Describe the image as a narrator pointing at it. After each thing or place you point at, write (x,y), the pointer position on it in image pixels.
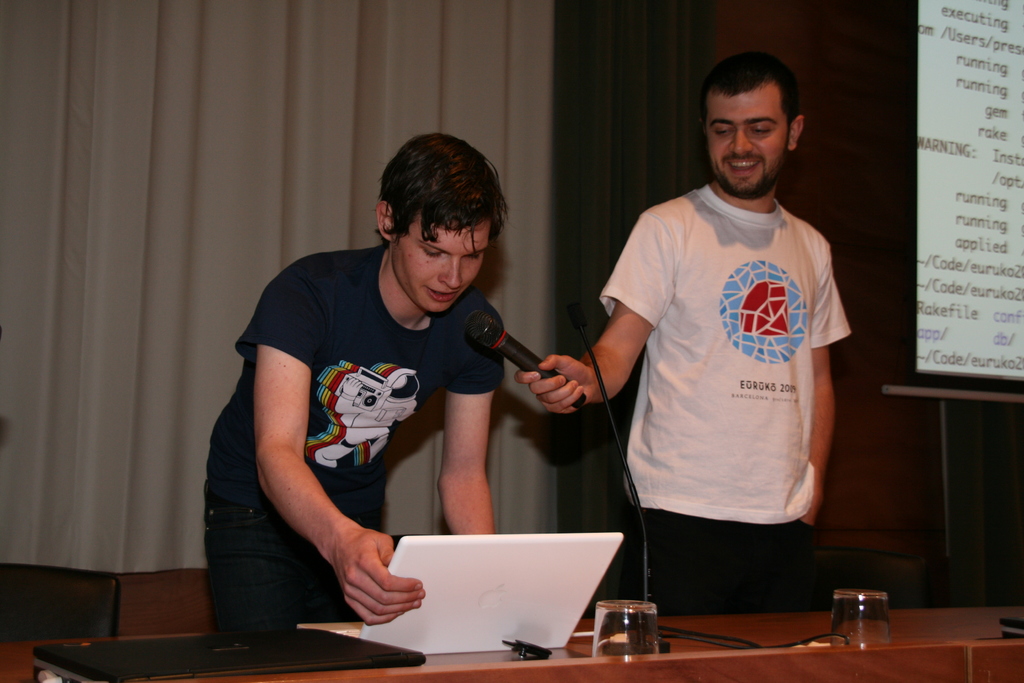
This is the picture where we have people (302,332) one among them is in white shirt (762,385) and the other is in blue shirt (251,390) standing in front of the table (916,667) on which there are two laptops (486,595) and glasses (842,592) and behind there is a screen (920,143).
